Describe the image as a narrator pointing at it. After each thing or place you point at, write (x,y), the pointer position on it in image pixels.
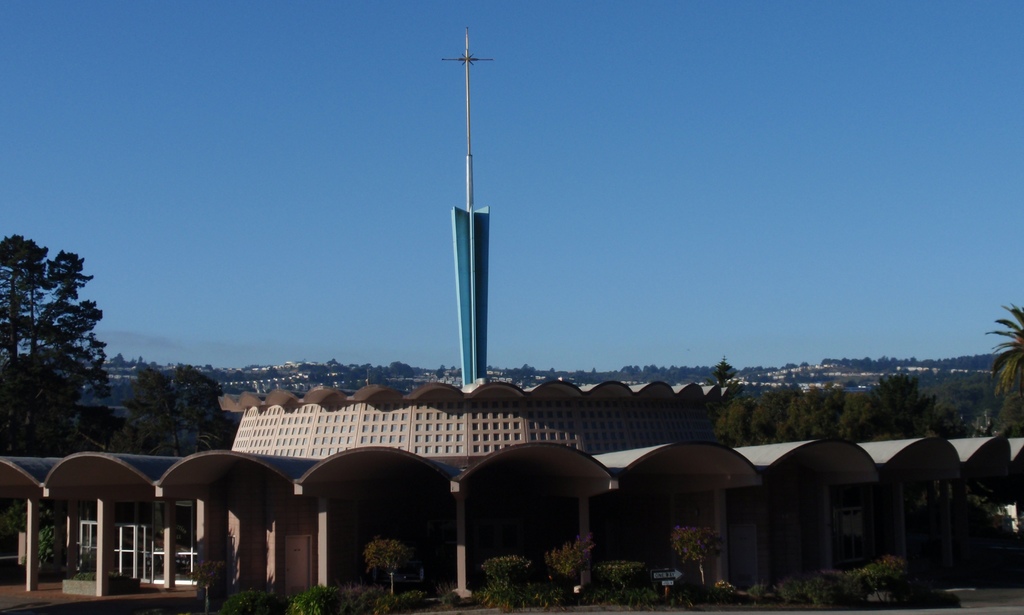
In this image we can see a building (659,438), plants (565,546), board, and trees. In the background (212,103) there are buildings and sky (381,89).
